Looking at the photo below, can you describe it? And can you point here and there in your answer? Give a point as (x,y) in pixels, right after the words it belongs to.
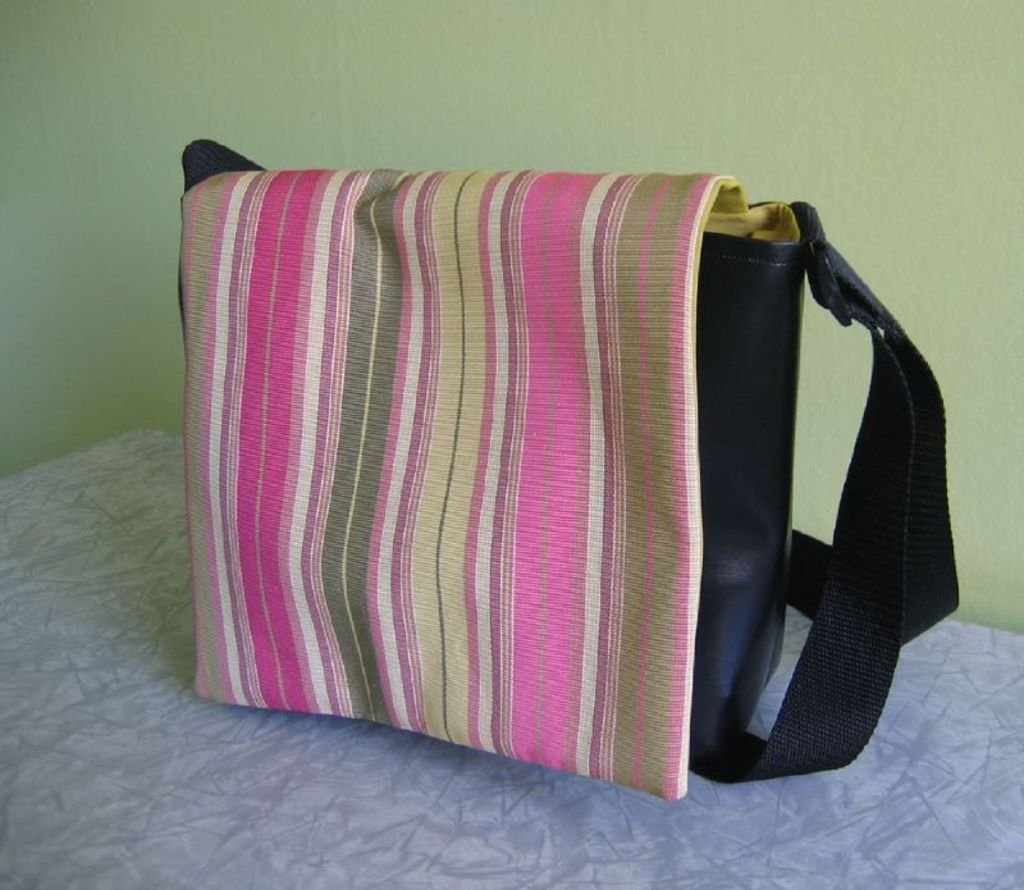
This image consists of a bag (589,354) which is in multi colored in the front (480,430) and Black in the back (716,570). It is placed on a table (391,798).
